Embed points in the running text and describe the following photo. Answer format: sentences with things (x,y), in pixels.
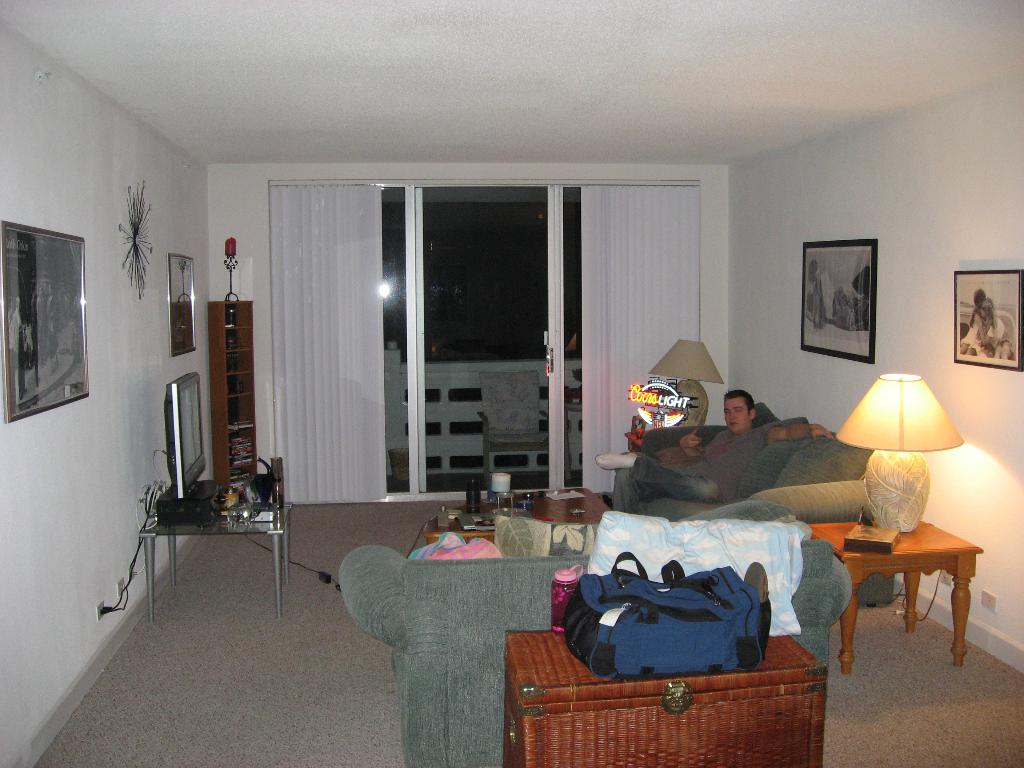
This picture shows a man (687,492) seated on the sofa (792,497) and we see blinds (681,204) to the window (370,200) and we see a backpack (647,584) and a lamp (897,527) on the table (911,539) and we see a television (204,458) and couple of photo frames (855,255) on the wall (937,298) and we see few glasses (506,506) and book (478,514) on the table (459,512).
